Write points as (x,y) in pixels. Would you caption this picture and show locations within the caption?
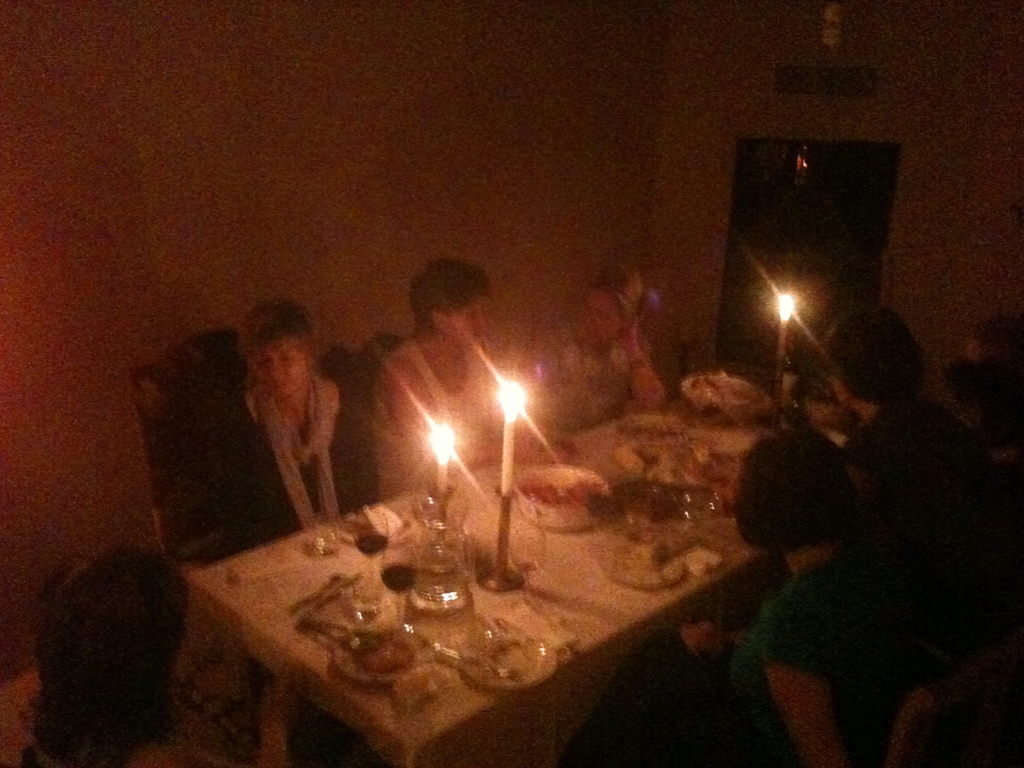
In this picture I can see candles (507,454), plates (530,483), spoons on the dining table (563,600). I can see people (266,473) sitting on the chair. I can see the wall (432,124).
